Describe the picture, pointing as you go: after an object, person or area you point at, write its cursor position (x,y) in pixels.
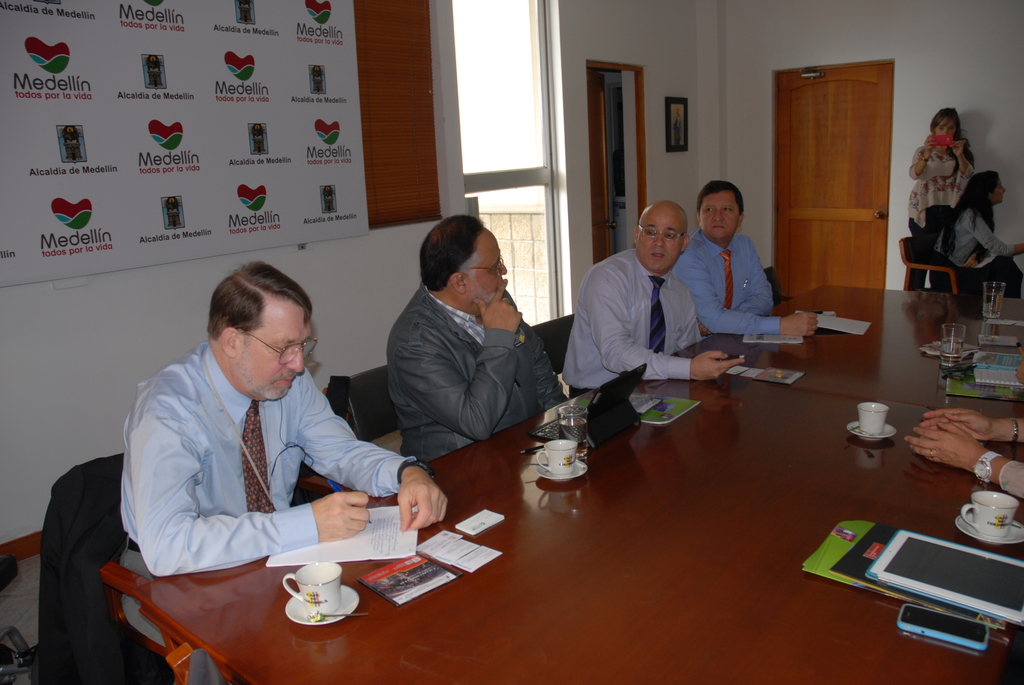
In this picture there are group of people (414,321) they are sitting around the table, by resting their hands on the table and there is a window (500,151) and a door (593,233) at the center of the image (554,233), there is a girl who is standing at the right side of the image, she is taking the video.
